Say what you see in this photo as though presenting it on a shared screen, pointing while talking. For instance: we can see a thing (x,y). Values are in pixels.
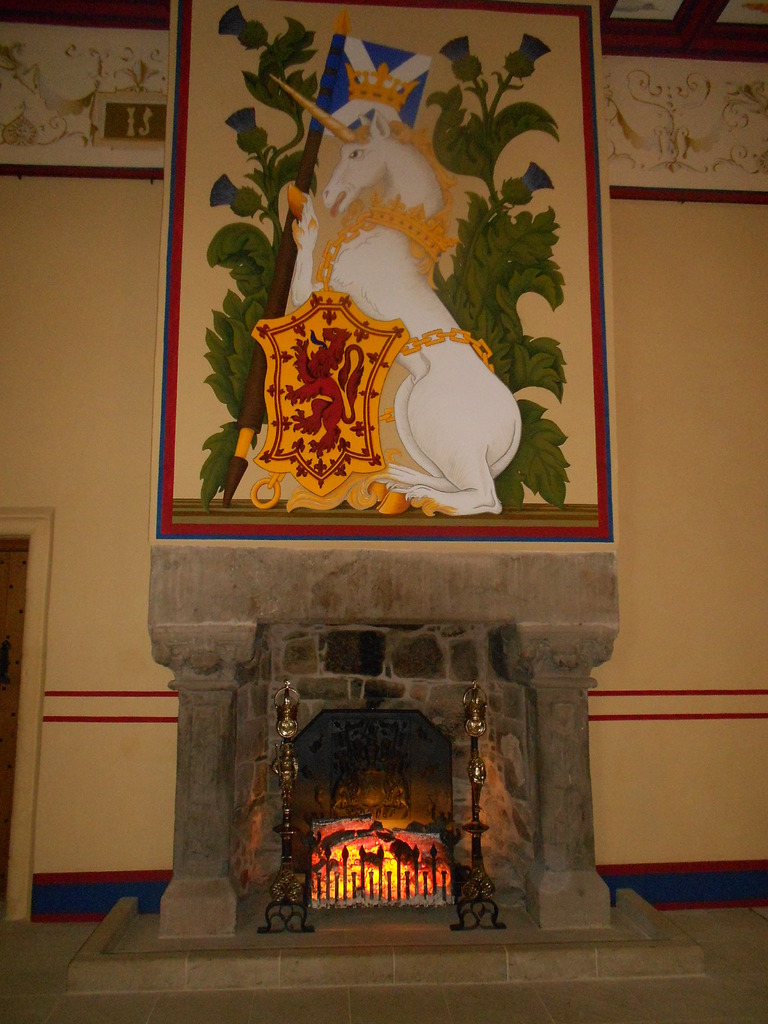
In this picture we can see the floor (327,989), here we can see the fireplace (589,917) and in the background (695,881) we can see a photo frame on the wall (685,883).
